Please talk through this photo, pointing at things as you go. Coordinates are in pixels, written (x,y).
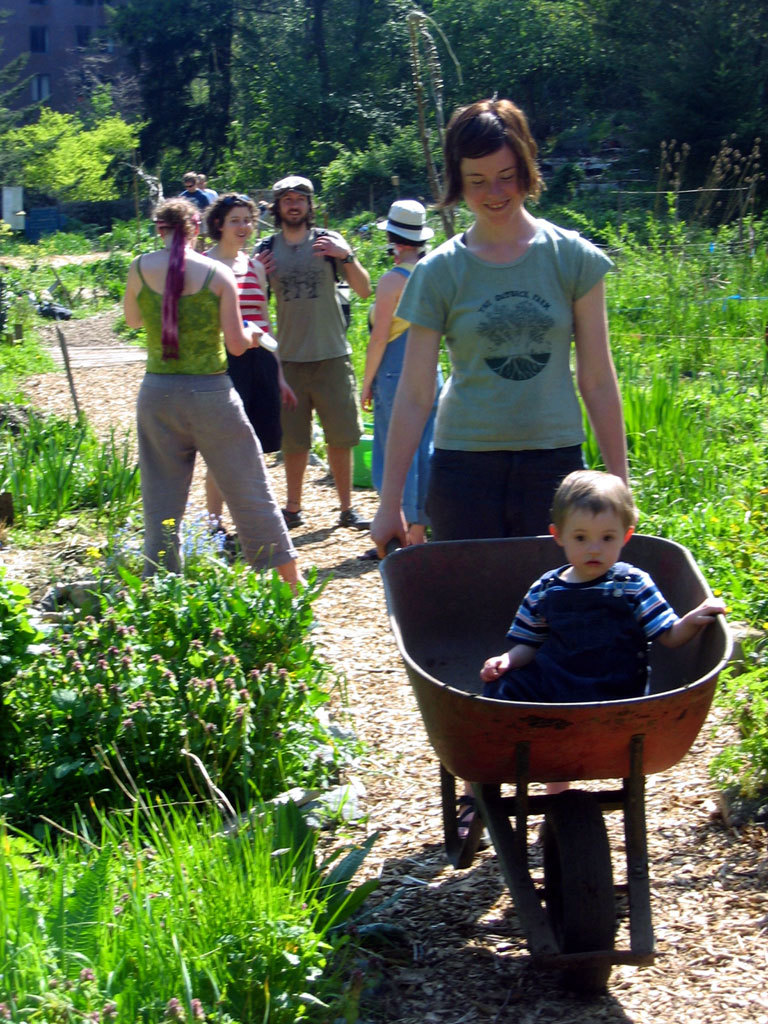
In this picture I can observe some people (230,461) in this path (318,480). There is a kid (572,581) sitting in the trolley (438,646). There are some plants (271,720) and grass (658,364) on the ground (183,881). In the background (347,99) there are trees (435,101).
